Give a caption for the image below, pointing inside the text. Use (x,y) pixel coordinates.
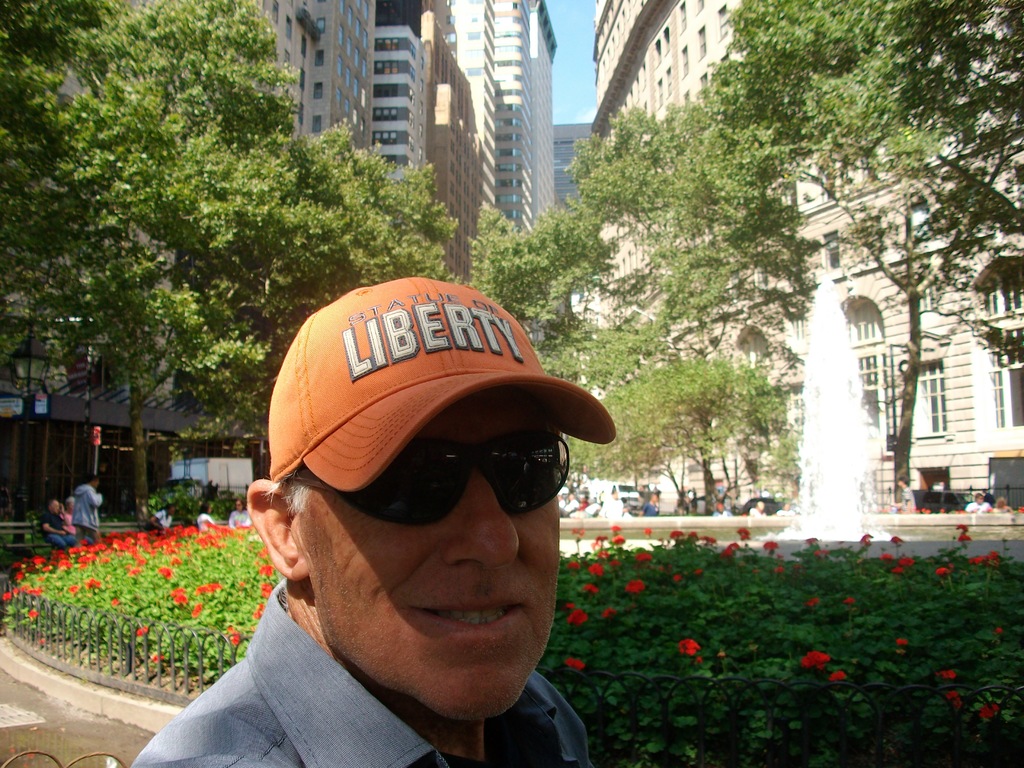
A man (350,671) is looking at his side, he wore shirt (365,690), spectacles (463,446), cap (428,359). Behind there are flower plants (591,621), there are trees (581,280) in the middle of an image (521,287). At the top (629,94) there are buildings (549,195).
